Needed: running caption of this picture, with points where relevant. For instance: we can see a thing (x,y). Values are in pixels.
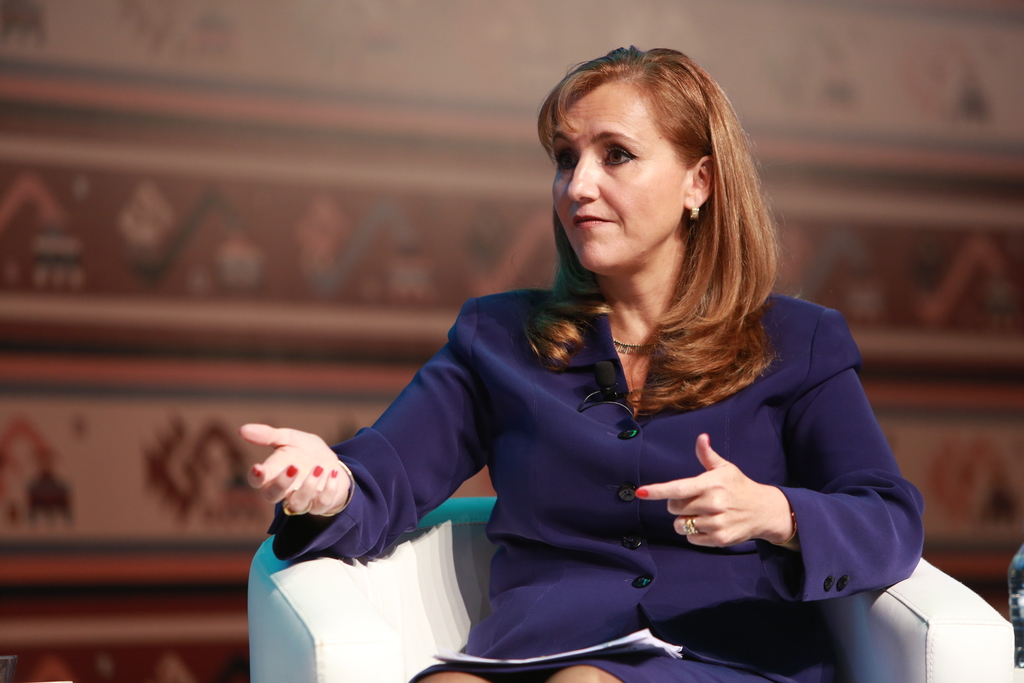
In the picture I can see a woman (673,418) is sitting on a chair (454,561). The woman (542,558) has some papers (631,639). The background of the image (932,291) is blurred.
